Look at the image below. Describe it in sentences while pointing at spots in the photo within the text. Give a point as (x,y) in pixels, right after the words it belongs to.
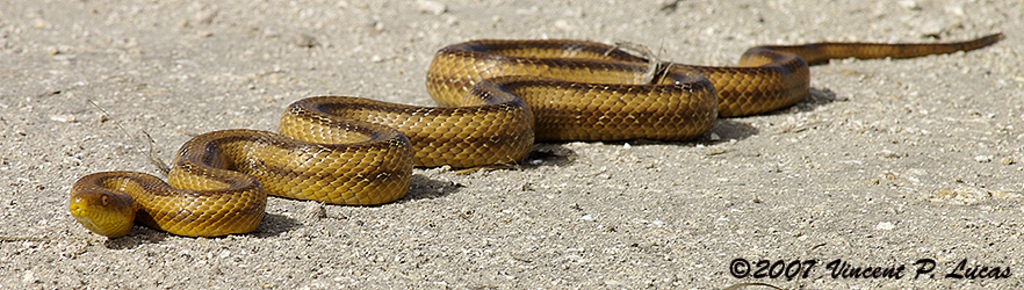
Here in this picture we can see a snake (75,190) present on the ground (573,166) over there.
